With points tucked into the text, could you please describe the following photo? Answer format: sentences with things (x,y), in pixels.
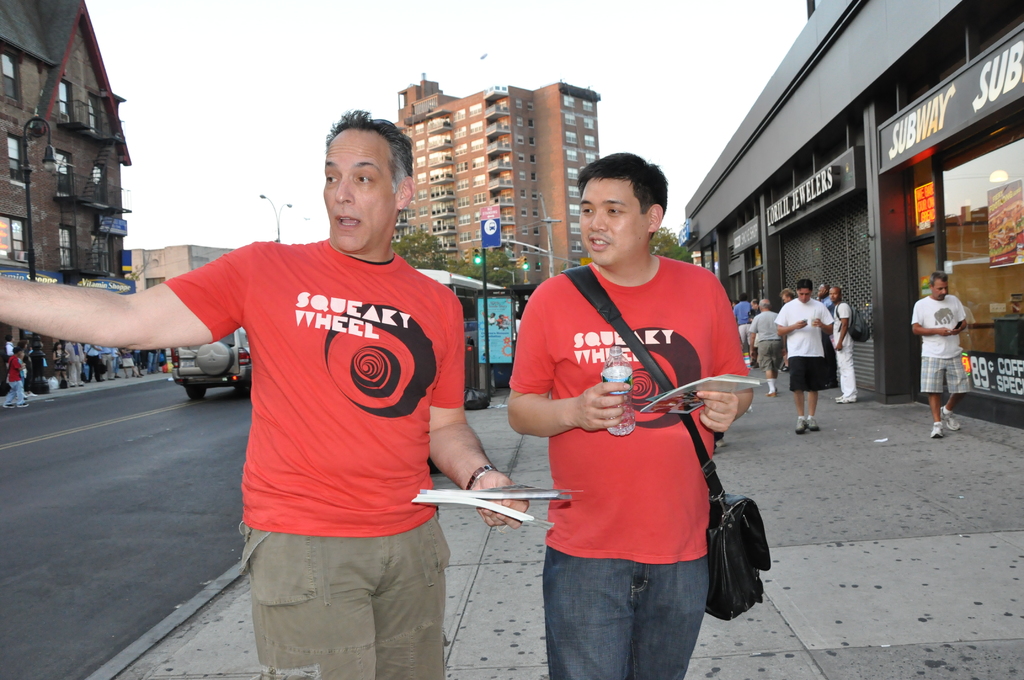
In this image we can see two men (643,474) are standing on the pavement (879,506). One man (372,542) is wearing a red color T-shirt (349,408) with pant (344,607) and holding books (482,492) in his hand (491,513). The other man (595,504) is wearing red color T-shirt (655,543) with jeans (659,604), carrying black color bag (745,518), holding one bottle (619,375) in one hand (610,407) and a book (745,382) in the other hand (710,397). In the background (125,524), we can see the road (175,392), vehicle (198,359), people (760,313), pole (486,275), trees (500,265) and buildings (936,193). At the top of the image (317,54), we can see the sky (234,15).
